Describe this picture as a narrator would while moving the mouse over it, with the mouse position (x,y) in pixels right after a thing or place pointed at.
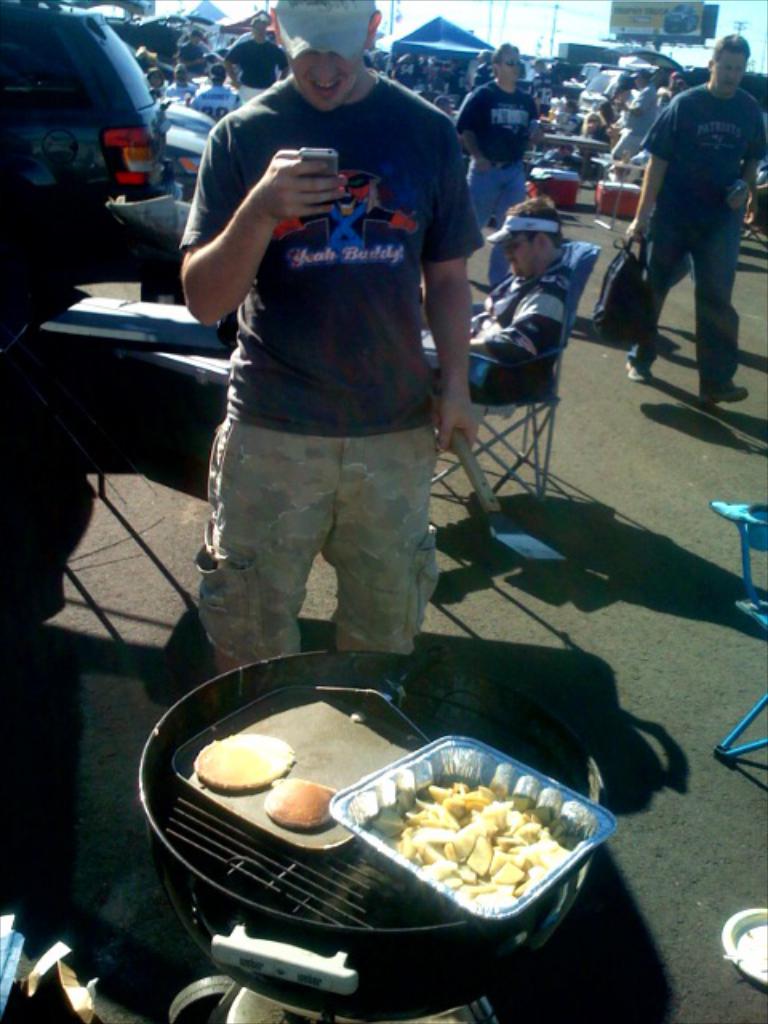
In this picture i can see group of people (528,256) among them few are standing and few are sitting on chairs (519,364). I can also see food items (519,893) on an object (375,757), shadows (528,505), vehicles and other objects (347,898) on the ground (571,225). In the background (452,59) i can see sky (540,5), tents (453,52) and poles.
